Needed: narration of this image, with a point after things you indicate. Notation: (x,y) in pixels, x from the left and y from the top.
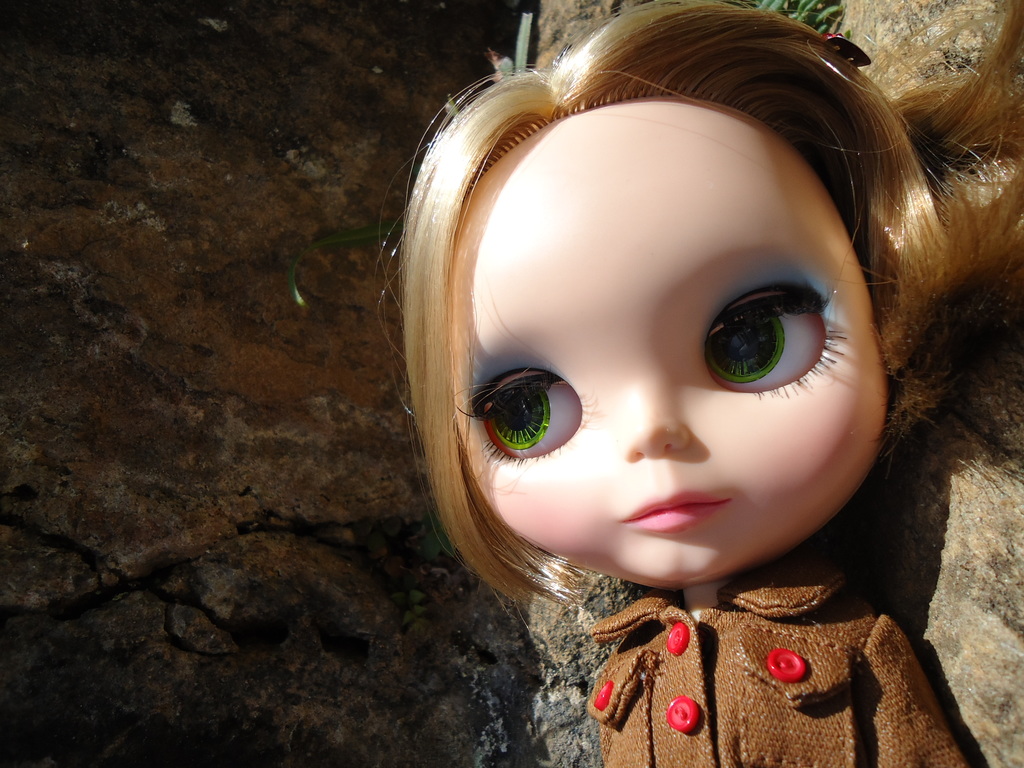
This picture consists of doll (493,293), in front of rock (108,570).
